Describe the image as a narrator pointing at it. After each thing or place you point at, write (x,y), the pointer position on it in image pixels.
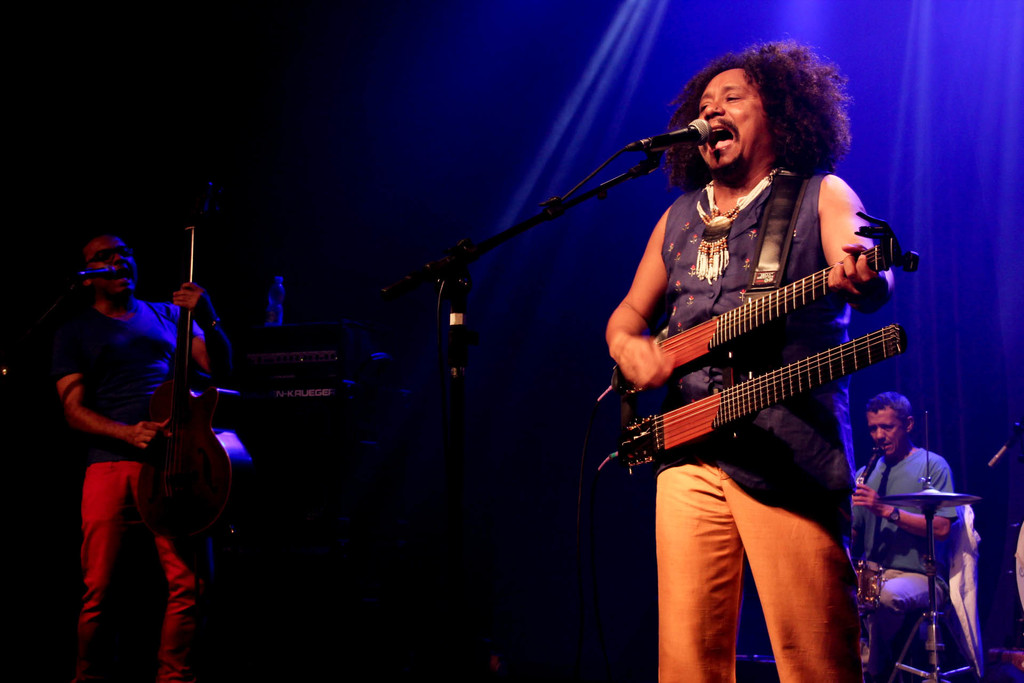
In this picture there are three musicians (142,425) on the floor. The man (835,391) in the center (655,297) and the man (155,333) at the left corner (183,333) are singing and playing guitars (227,481). There is a microphone (82,270) in front of them. The man (893,440) at the right corner (890,426) is sitting and playing a musical instrument (864,475). The background (314,112) is dark.
